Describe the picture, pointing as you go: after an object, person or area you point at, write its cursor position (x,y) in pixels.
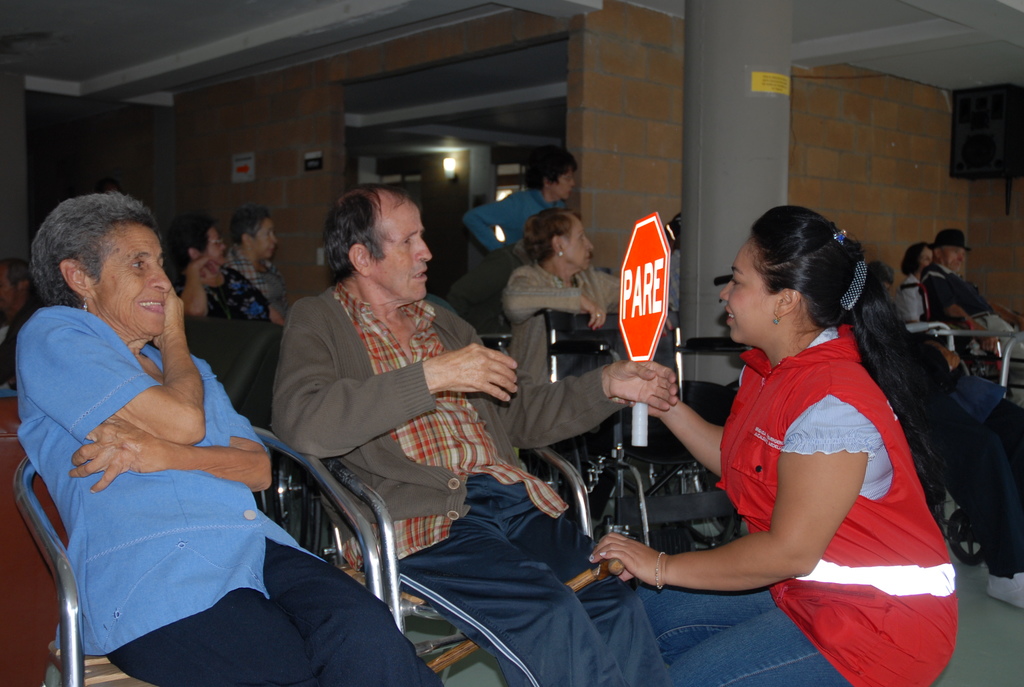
In this picture we can see people (135,381) sitting on the chairs (934,326). Here we can see a woman (870,402) talking. In the background (784,172) we can see a pillar (766,122), wall (866,154) and a light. This is a floor (975,624).
